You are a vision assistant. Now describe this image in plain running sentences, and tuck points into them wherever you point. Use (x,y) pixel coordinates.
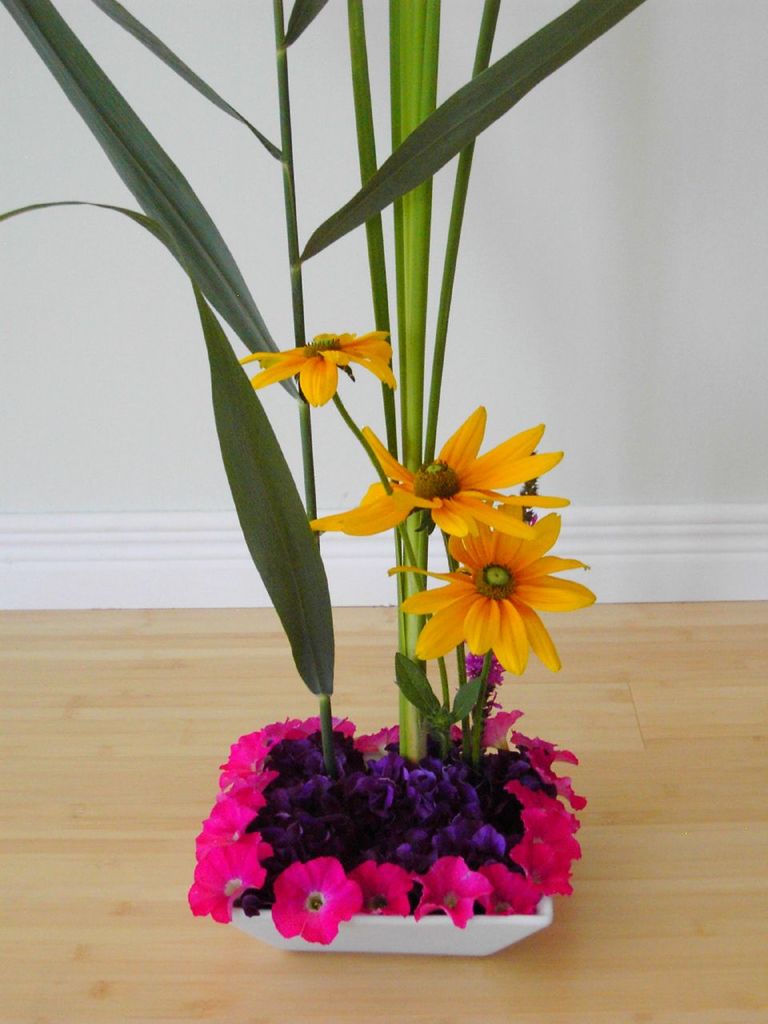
This image consists of a flower (380,514) which is in the pot (403,917) white in colour.
